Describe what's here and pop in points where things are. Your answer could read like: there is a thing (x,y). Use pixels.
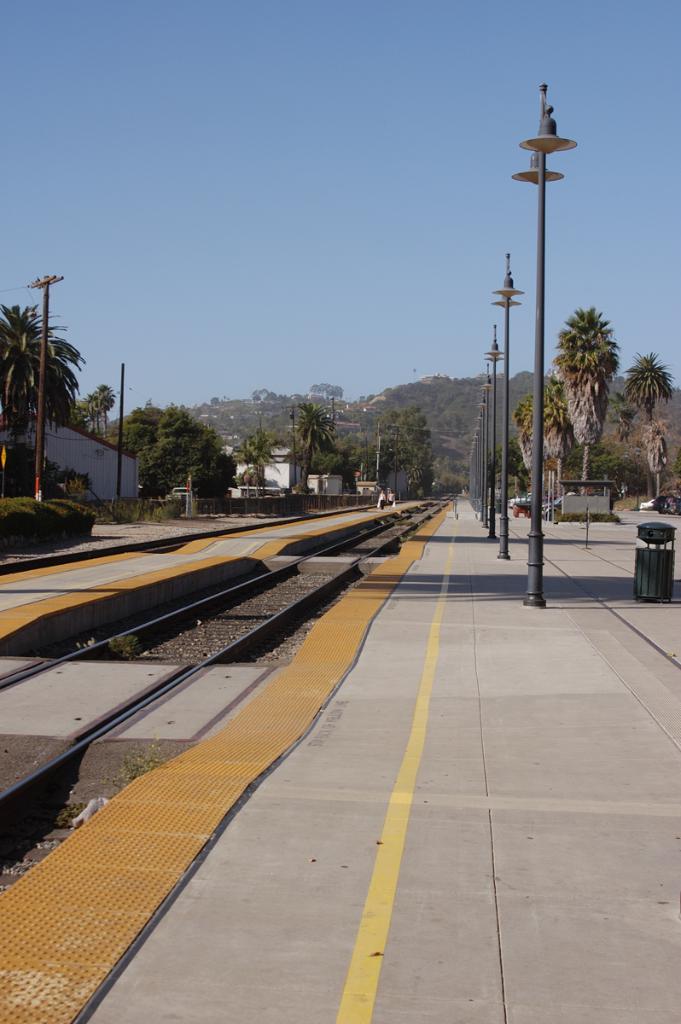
In this image I can see number of poles (486,514), number of lights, number of trees (450,411), railway tracks (177,626), platform (466,797), the sky (207,187), shadows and here I can see a dustbin (673,561).
